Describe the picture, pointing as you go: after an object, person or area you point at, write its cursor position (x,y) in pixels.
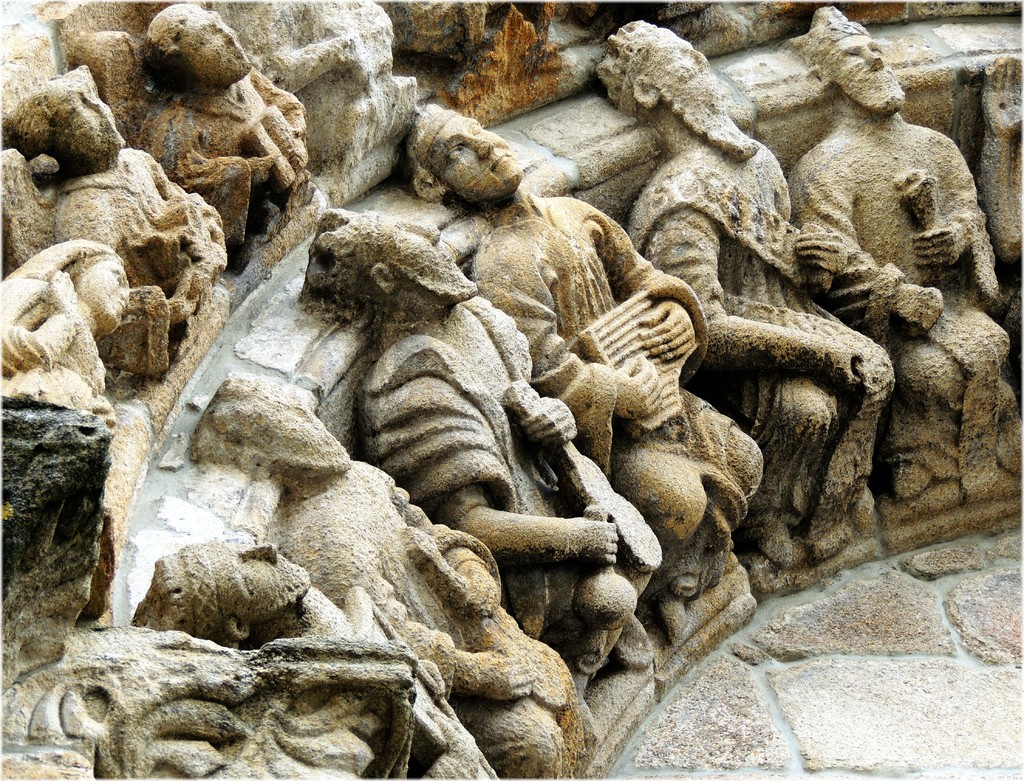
In this image I can see many statues (695,406) of the people (536,229) which are in brown and ash color.
